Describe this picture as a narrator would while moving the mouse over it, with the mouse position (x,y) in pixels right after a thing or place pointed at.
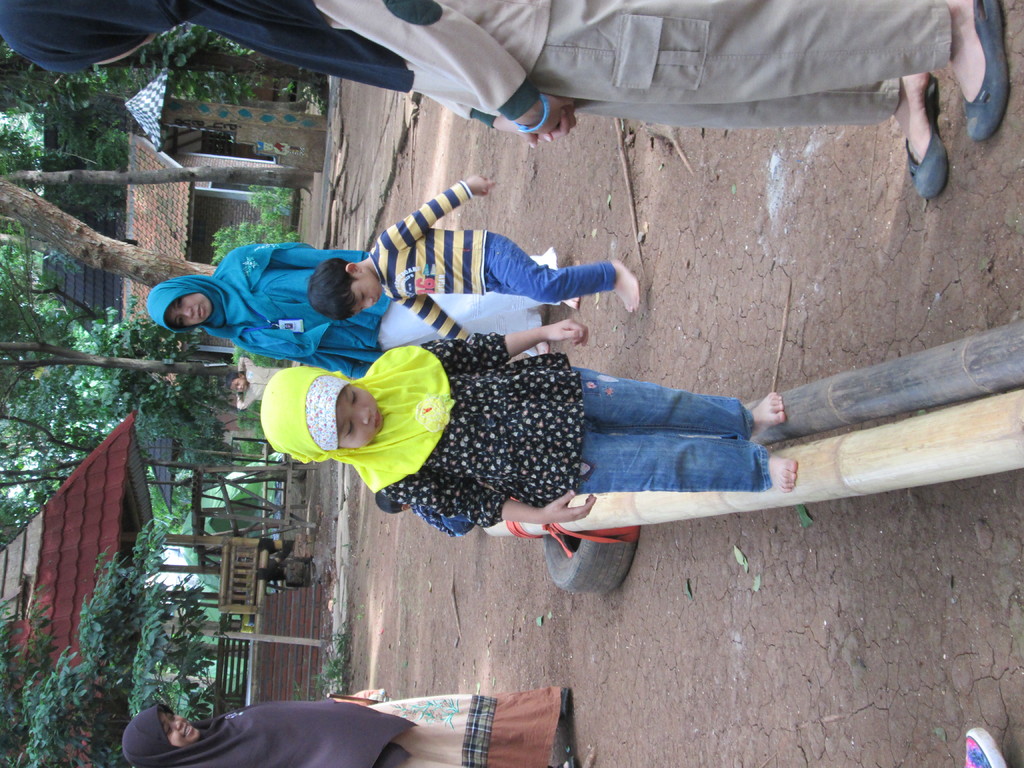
There are two kids (540,454) walking and these persons (369,734) are standing and we can see wooden sticks (822,485) and tire (573,568). On the background (128,572) we can see houses (139,141) and trees (182,508).
